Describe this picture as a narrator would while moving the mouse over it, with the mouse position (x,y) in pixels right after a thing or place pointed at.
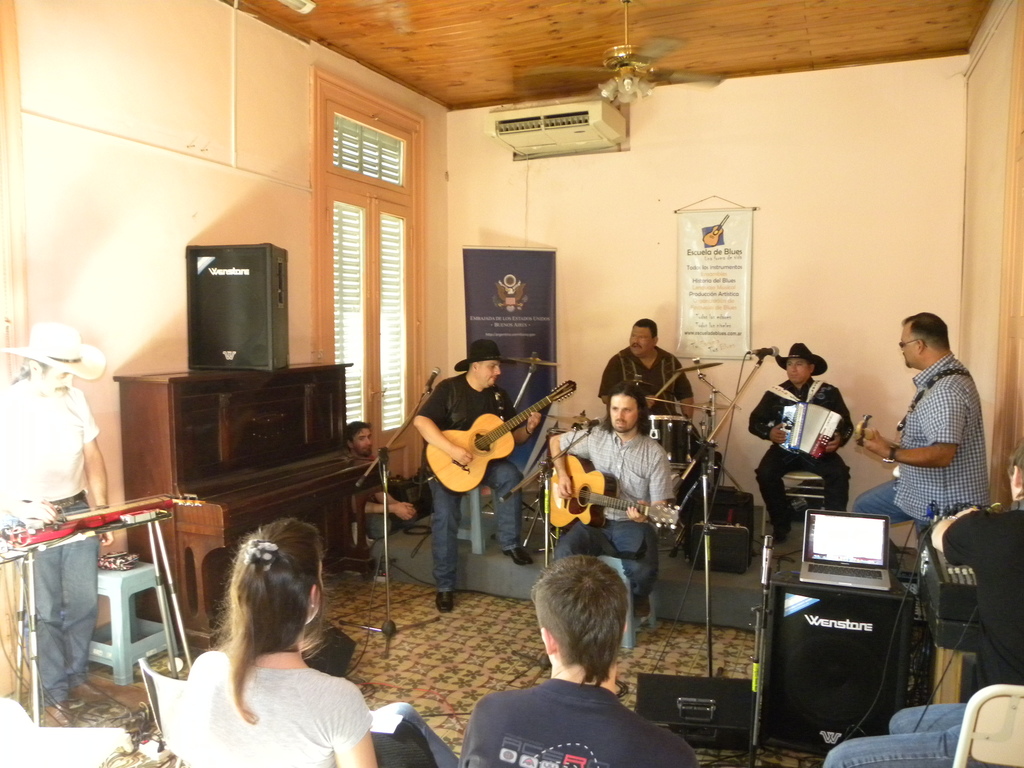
there are so many people (965,448) in a room (1006,323) holding musical instruments (459,481) and playing music in the room (186,666) and there are other people (321,705) listening to the music of the persons (103,545) and there is a laptop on the speaker (855,637) and a sound box (667,720).
